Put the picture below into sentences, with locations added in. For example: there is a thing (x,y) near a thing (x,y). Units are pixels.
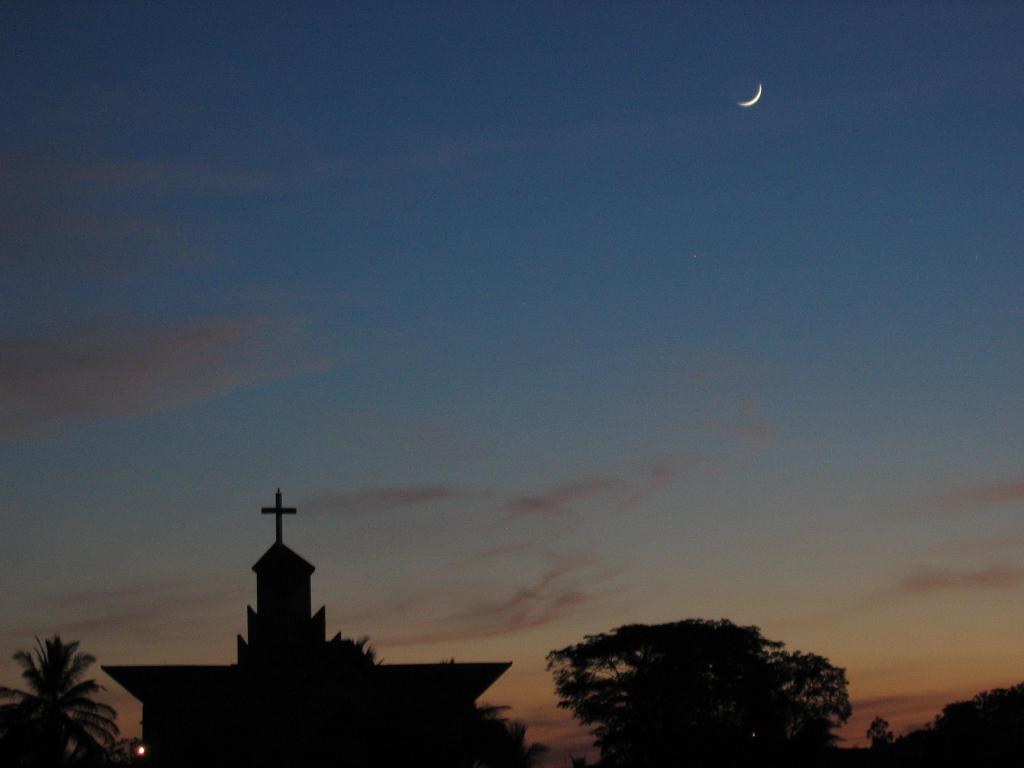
In this picture I can see a church (157,679), there are trees (98,742), and in the background (685,182) there is the moon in the sky (665,107).
